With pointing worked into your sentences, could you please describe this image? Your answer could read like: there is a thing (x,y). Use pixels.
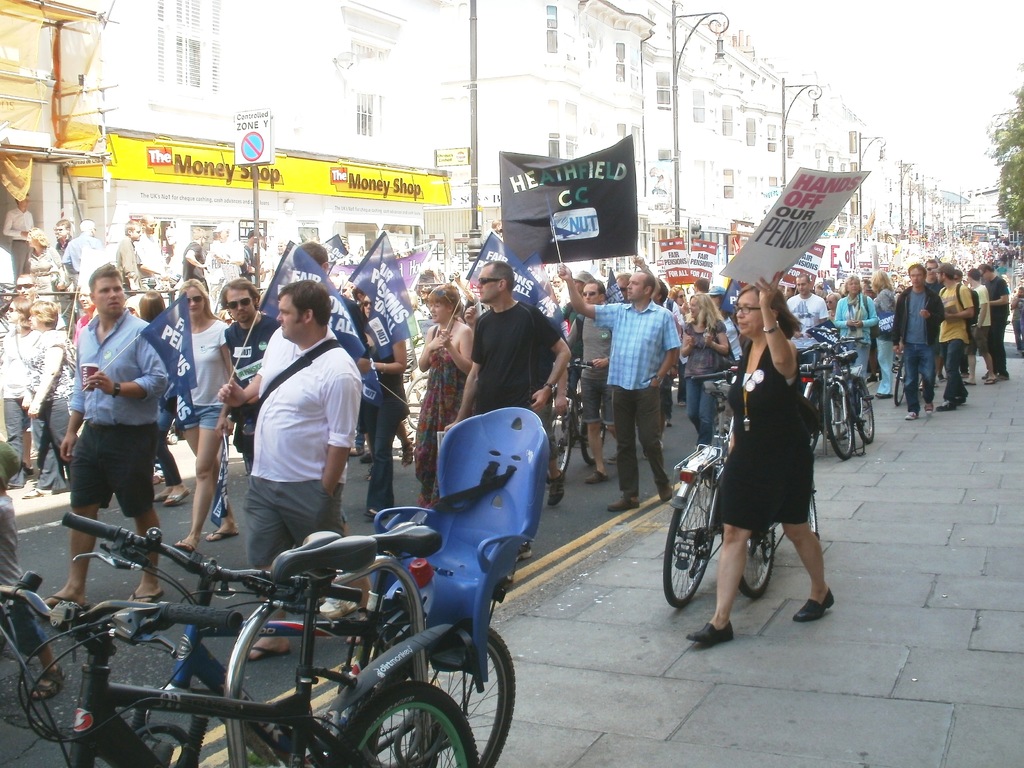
This picture is a group of people (725,333) walking and in the backdrop (771,132) there is a building (510,75), there are also some bicycles (242,573).
